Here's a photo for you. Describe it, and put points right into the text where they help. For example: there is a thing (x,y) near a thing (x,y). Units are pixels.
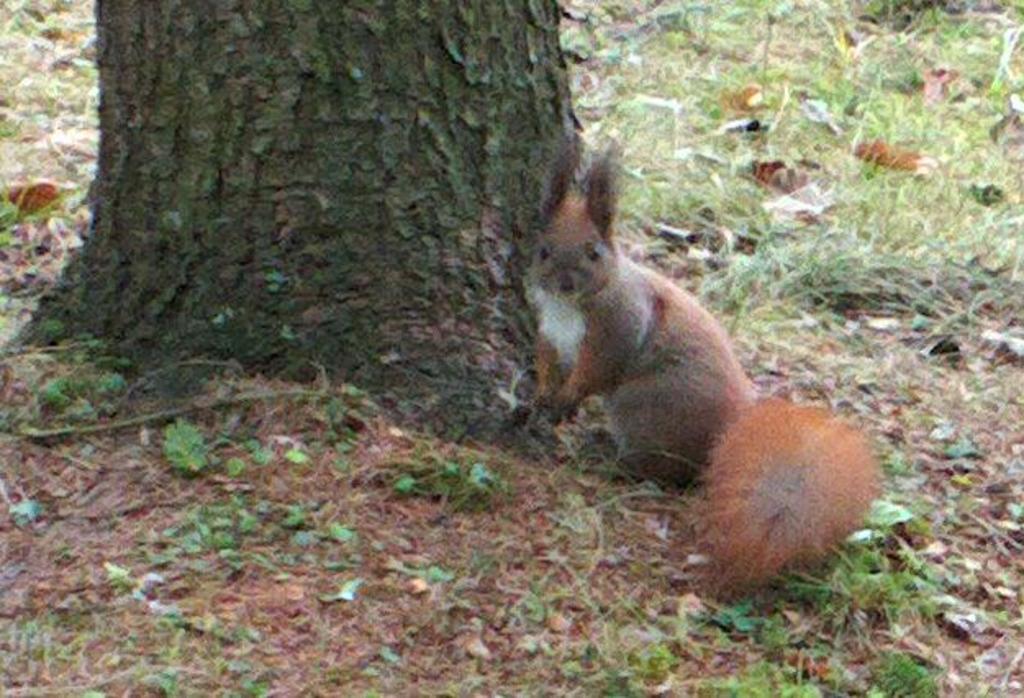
There is a tree trunk (292,267) and beside the tree (249,86) there is a squirrel (613,358) sitting on the ground (564,427) and there is a lot of grass (640,213) and some dry leaves (815,208) around the squirrel (609,324).
